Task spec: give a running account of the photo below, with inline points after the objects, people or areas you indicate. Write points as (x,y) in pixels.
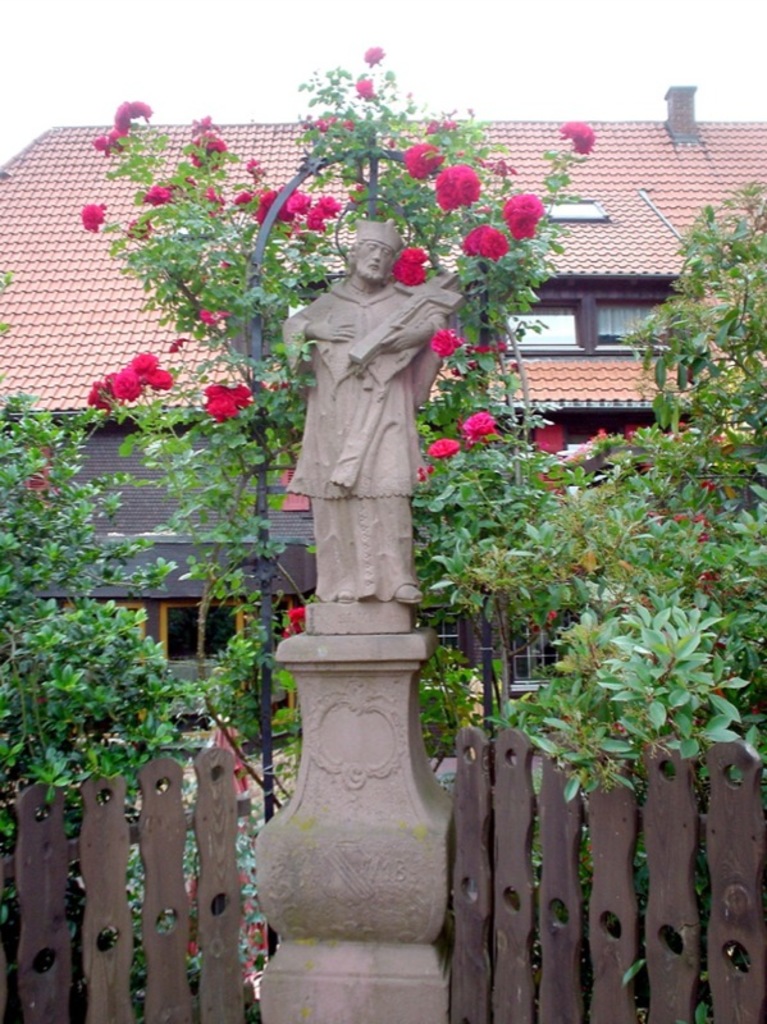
In the center of the image (366,430) we can see a statue (374,568). We can also see a wooden fence (105,853) and a group of plants (82,652) with flowers (220,401). On the backside (614,370) we can see a house (314,581) with roof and windows (579,346) and the sky (285,52).
